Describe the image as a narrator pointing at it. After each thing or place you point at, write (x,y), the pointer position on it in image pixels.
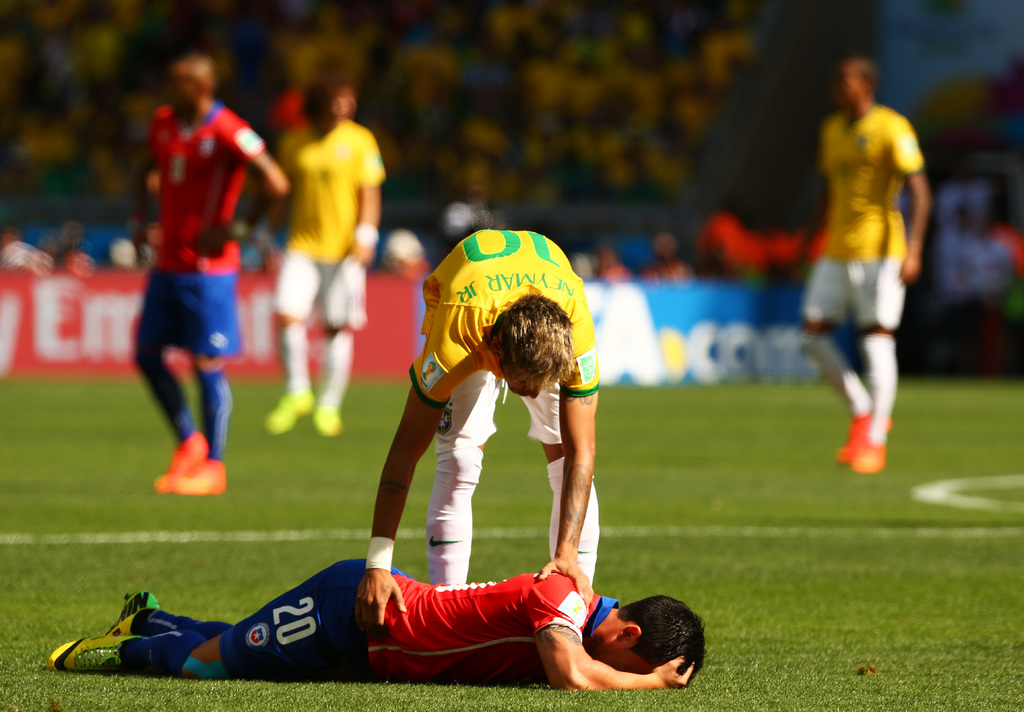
This picture is clicked outside. In the foreground (632,616) we can see a person (467,589) wearing red color t-shirt (470,598) and lying on the ground (711,659) and a person (497,268) wearing yellow color t-shirt (517,277), standing on the ground (646,408) and bending forward, we can see the green grass (396,408) and the text (11,333) on the banners (798,288) and we can see the group of persons (322,242) seems to be walking on the ground (830,420). The background of the image (18,243) is blurry and we can see some other objects (582,104) in the background (598,106).
